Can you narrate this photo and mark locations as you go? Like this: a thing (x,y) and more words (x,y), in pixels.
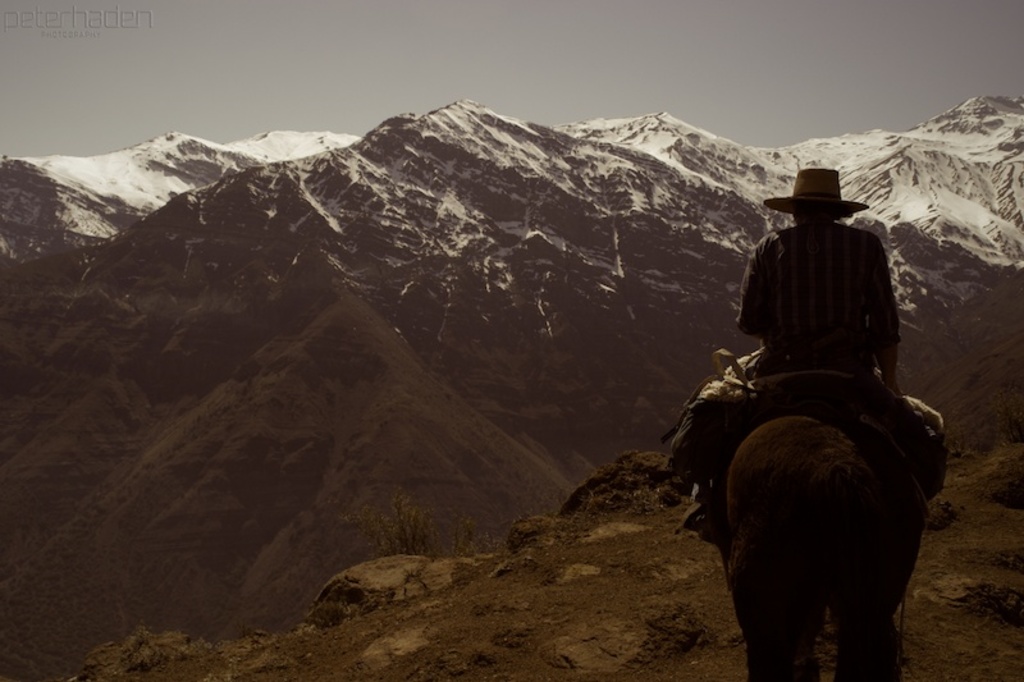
In this picture we can observe a person (815,304) sitting on the horse (766,513). The person (801,234) is wearing a hat (813,200) on their head (826,211). There is a plant (413,517) here. In the background (672,159) we can observe mountains (289,195) which were covered with some snow (260,147). There is a sky (401,57). We can observe watermark (97,12) on the left side (75,26).
